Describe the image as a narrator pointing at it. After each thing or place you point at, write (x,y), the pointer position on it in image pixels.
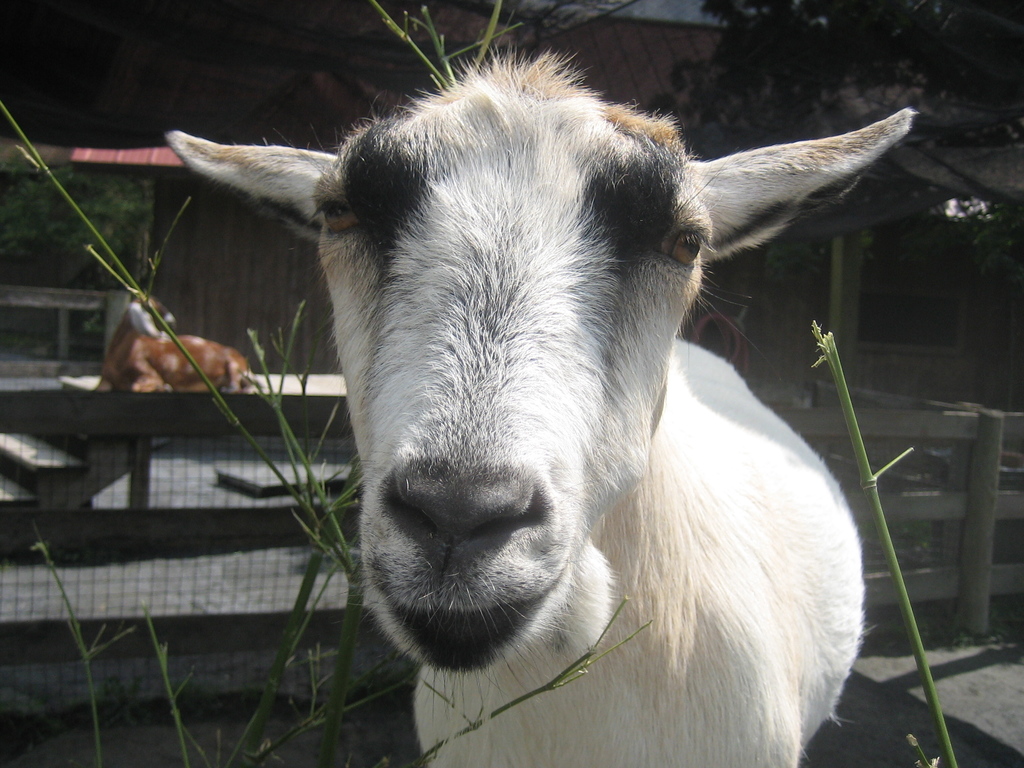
In this image in front (275,750) there is a goat (516,335) and there is grass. In the center of the image (346,449) there is a metal fence (170,534) and we can see there is another goat (147,363). In the background of the image (205,318) there are buildings (911,305) and trees (933,34).
